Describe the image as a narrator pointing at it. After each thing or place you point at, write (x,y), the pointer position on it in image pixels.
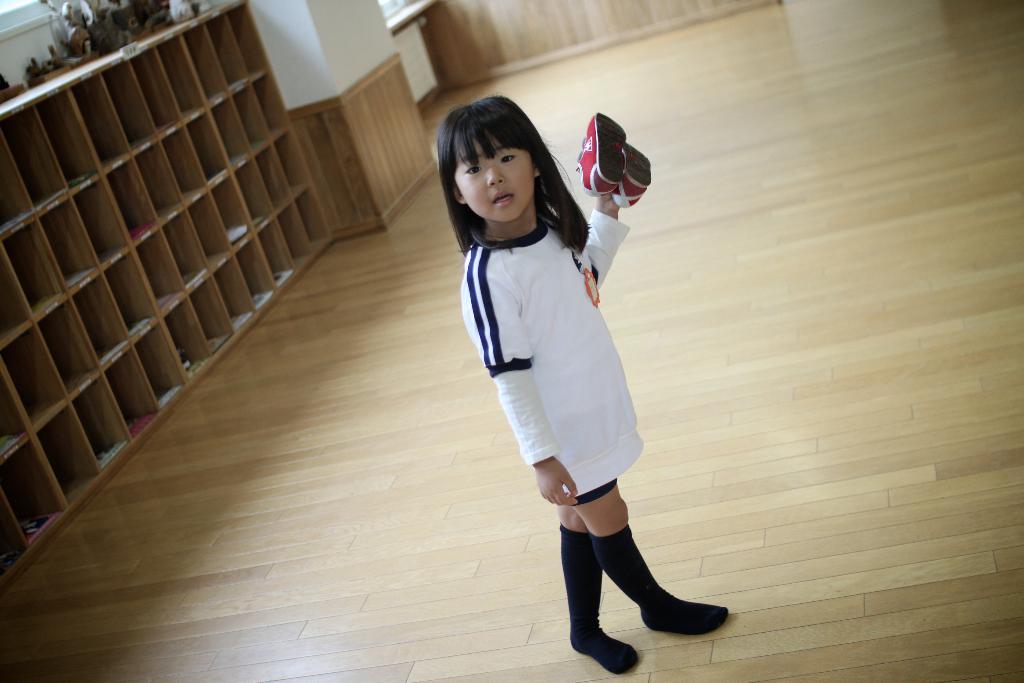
In this picture we can see a girl (600,258) holding shoes (598,174) in her hand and standing on the floor (92,665). There is a wooden rack (3,230) and a pillar (331,222) on the left side (200,374).
